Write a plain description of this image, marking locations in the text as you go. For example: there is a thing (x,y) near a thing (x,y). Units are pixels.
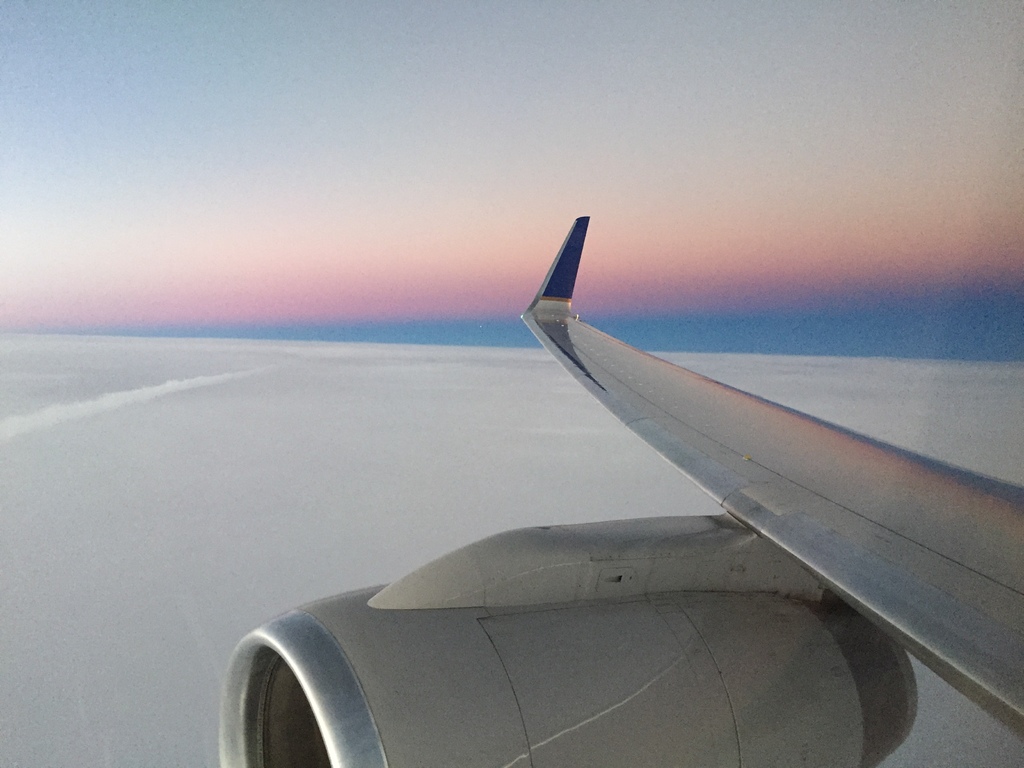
In this image we can see an aeroplane (763,661) flying in the sky (821,325).
